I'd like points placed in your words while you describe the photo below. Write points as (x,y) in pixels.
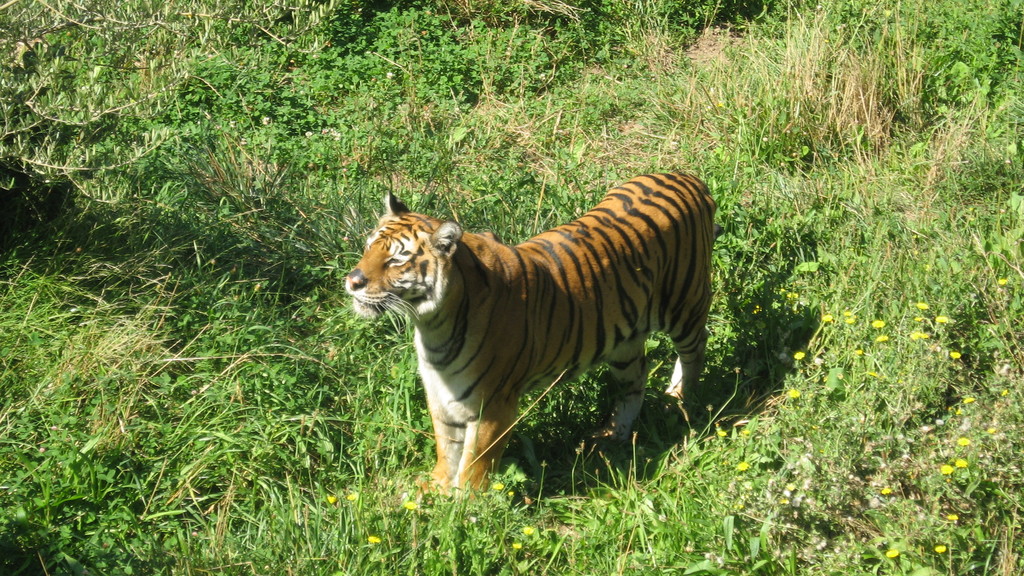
In this image we can see a tiger (601,360) in the grass (647,526), also we can see some flowers (800,498), and plants (433,177) around it.
